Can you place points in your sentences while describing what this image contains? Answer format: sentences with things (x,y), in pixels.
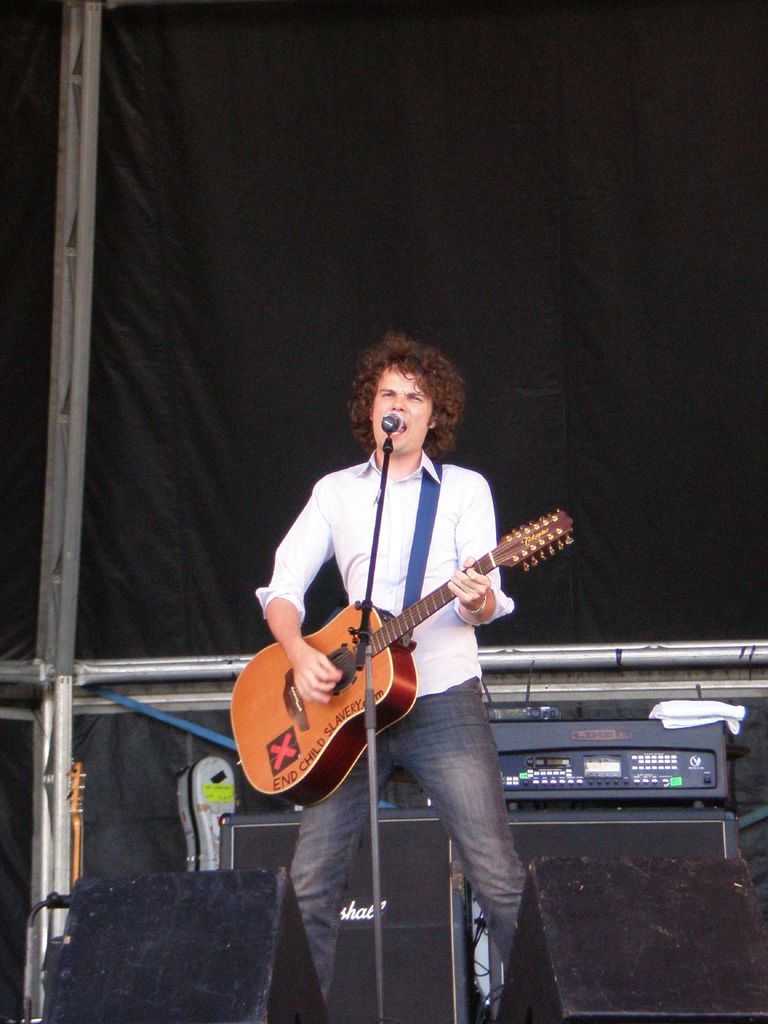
This is a picture of a man (397,560) holding a guitar (347,665) and singing a song in front of the man (399,519) there is a microphone (397,429) with stand (359,645). Background of the man (422,743) is a music instrument (559,764) and a black cloth (416,266).
